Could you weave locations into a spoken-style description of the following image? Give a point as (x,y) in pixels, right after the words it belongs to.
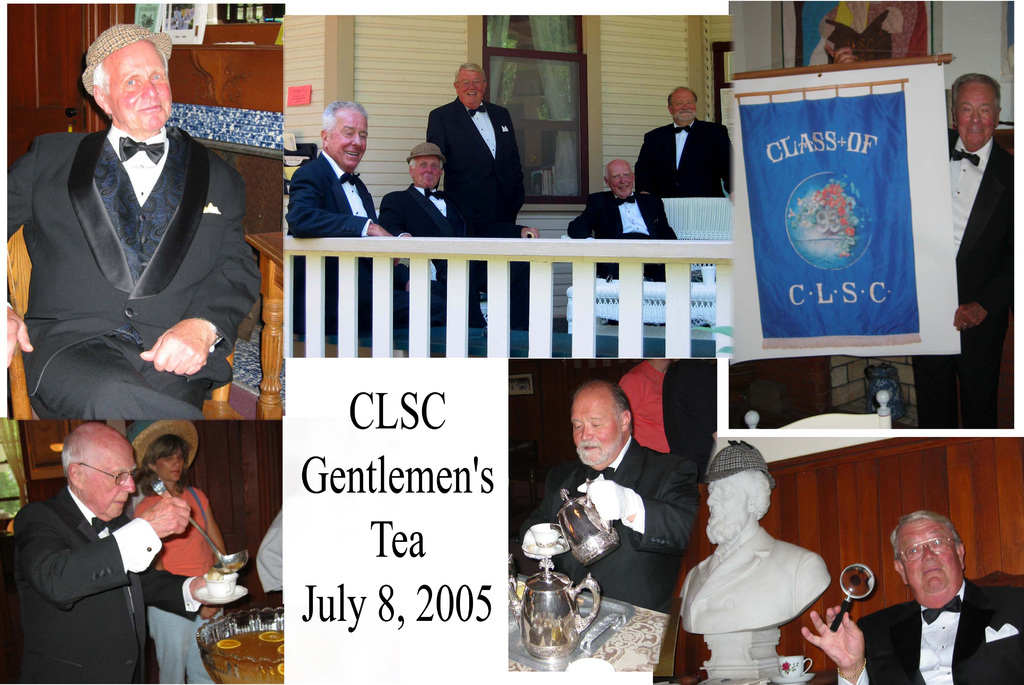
This is a collage picture, in this picture we can see a group of people (93,637), statue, poster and fence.
